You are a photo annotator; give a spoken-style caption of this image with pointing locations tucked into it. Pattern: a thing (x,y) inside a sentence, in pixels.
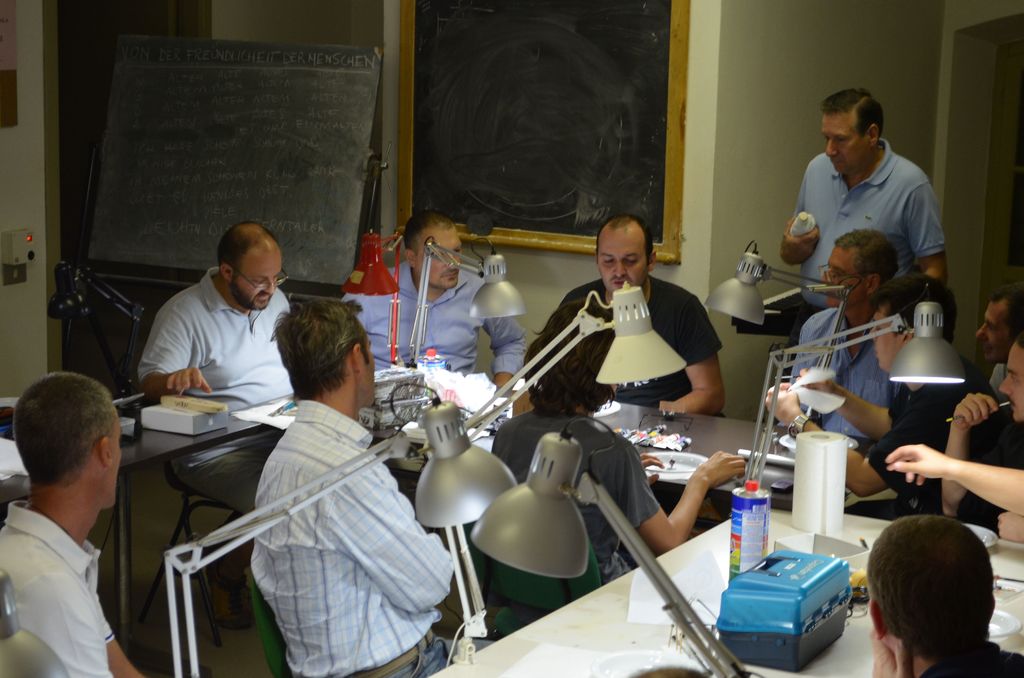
In this image, there are group of people (398,548) sitting and a person (819,248) standing. These are the tables (577,627). I can see the study lamps (466,265). There are few objects (425,365) on the tables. This is a blackboard (476,146), which is attached to a wall (711,137). Here is another board (187,173) with the letters (241,137) written on it.
